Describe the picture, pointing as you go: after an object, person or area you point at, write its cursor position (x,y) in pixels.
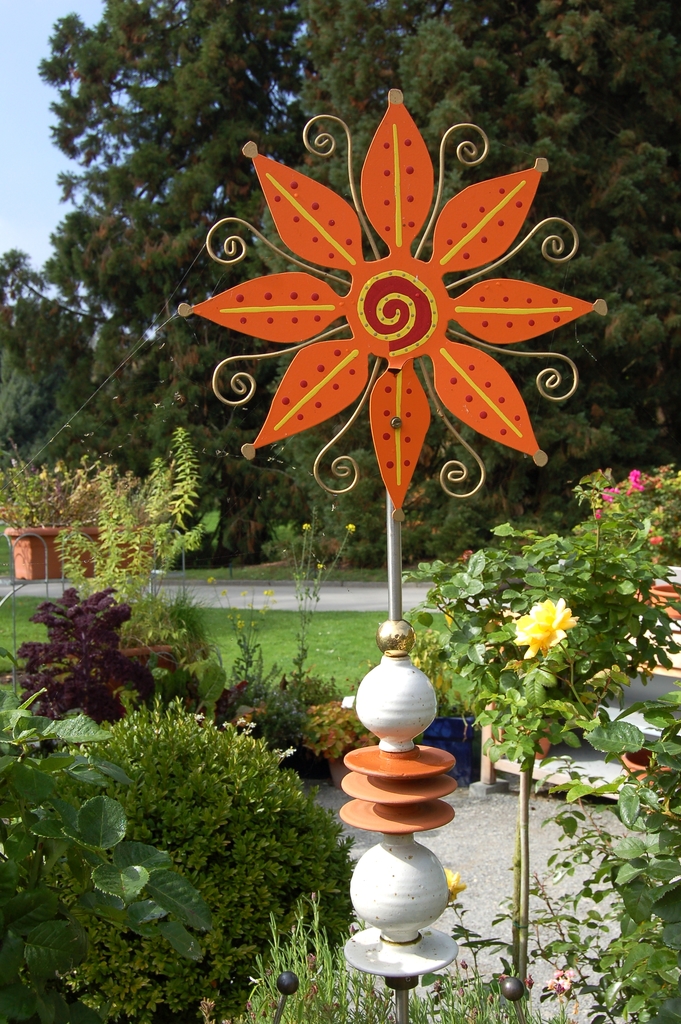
In this picture there is an artificial flower (482,238) made with metal (471,488). At the back (439,657) there are flowers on the plants (611,611) and there are trees (588,57). At the top (36,94) there is sky (35,264). At the bottom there is grass (342,614).
